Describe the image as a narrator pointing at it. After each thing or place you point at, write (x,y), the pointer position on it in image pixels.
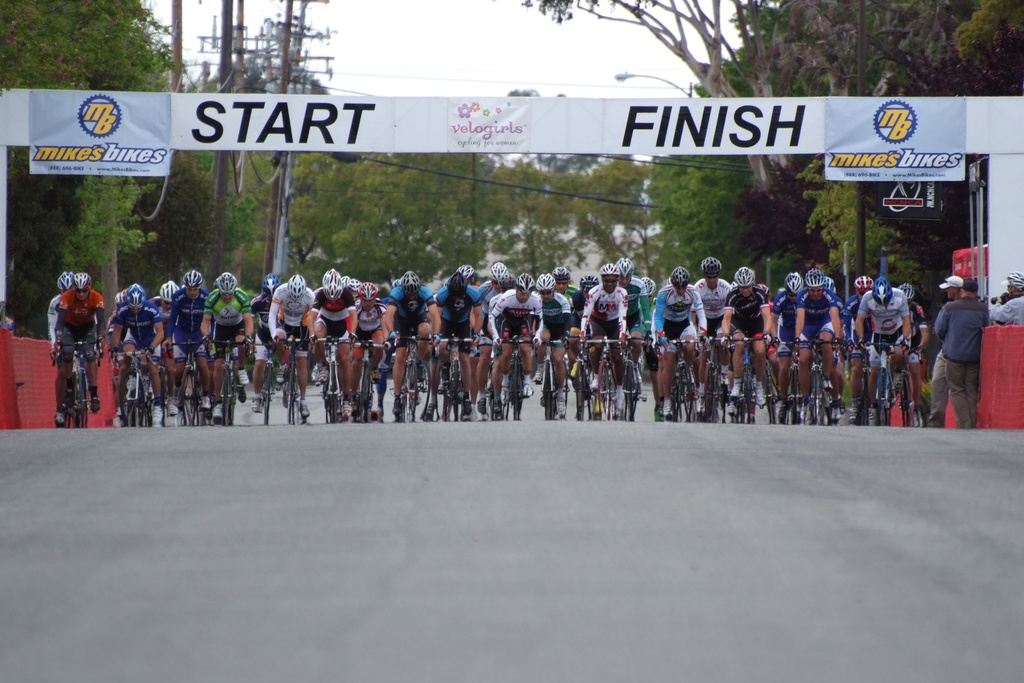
In this picture, in the middle (484,355), we can see group of people (529,357) are riding a bicycle (908,380). On the right side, we can see few men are standing on the road (993,517). In the background (68,119), there are some hoardings (89,121), trees (398,170), electric pole (265,49), electric wires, street light (648,78). On the top (537,50), we can see a sky (536,43), at the bottom (468,492) there is a road (372,534).
